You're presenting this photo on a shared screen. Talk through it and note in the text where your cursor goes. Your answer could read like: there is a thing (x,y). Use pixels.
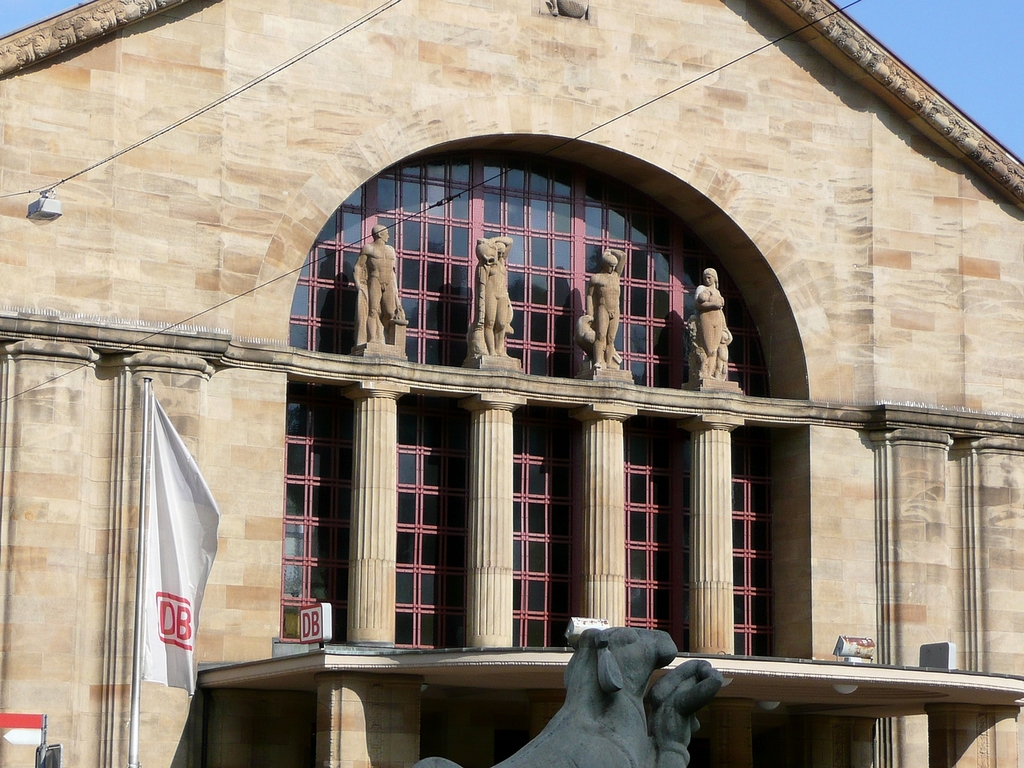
In this image we can see a house (343,377) with roof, pillars (512,587), statues (509,364) and windows (635,528). We can also see some wires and the sky (961,75). On the bottom of the image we can see a statue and the flag (214,535).
